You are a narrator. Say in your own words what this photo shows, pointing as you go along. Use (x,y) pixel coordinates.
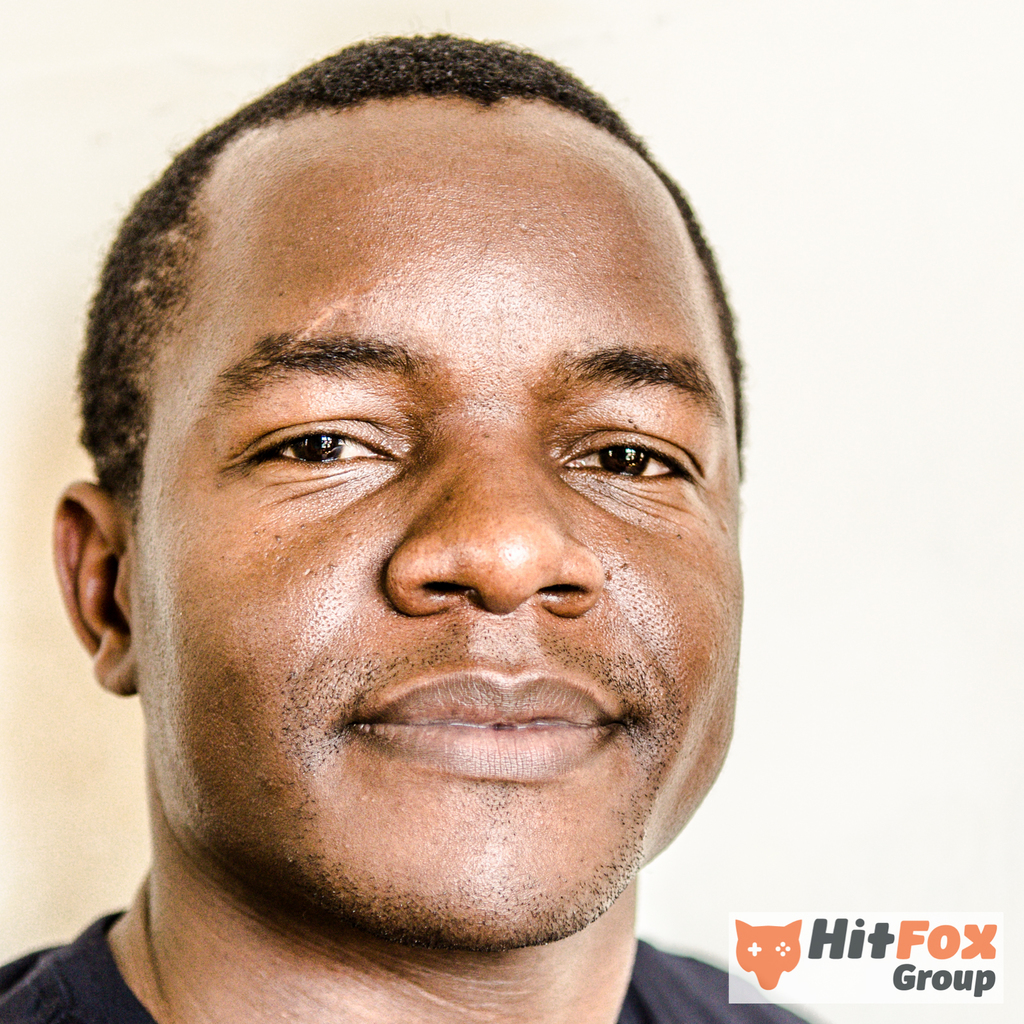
In this picture, we can see a man (353,791) wearing a black color shirt (654,982). In the background (706,228), we can see white color.
